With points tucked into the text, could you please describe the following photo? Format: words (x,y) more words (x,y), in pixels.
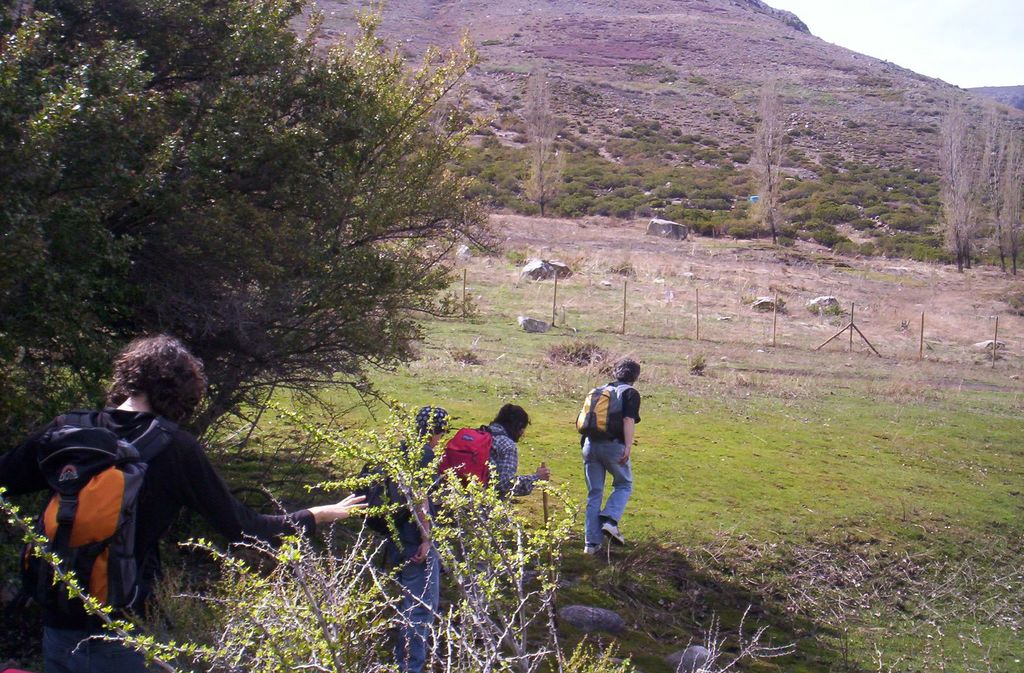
The photo is taken on a ground (723,304). On the left (122,135) there is a plant (122,123). Few people (608,466) are walking they are carrying backpack (133,550). In the background (701,169) there is hill (688,169), trees (765,158), stone (544,264).
